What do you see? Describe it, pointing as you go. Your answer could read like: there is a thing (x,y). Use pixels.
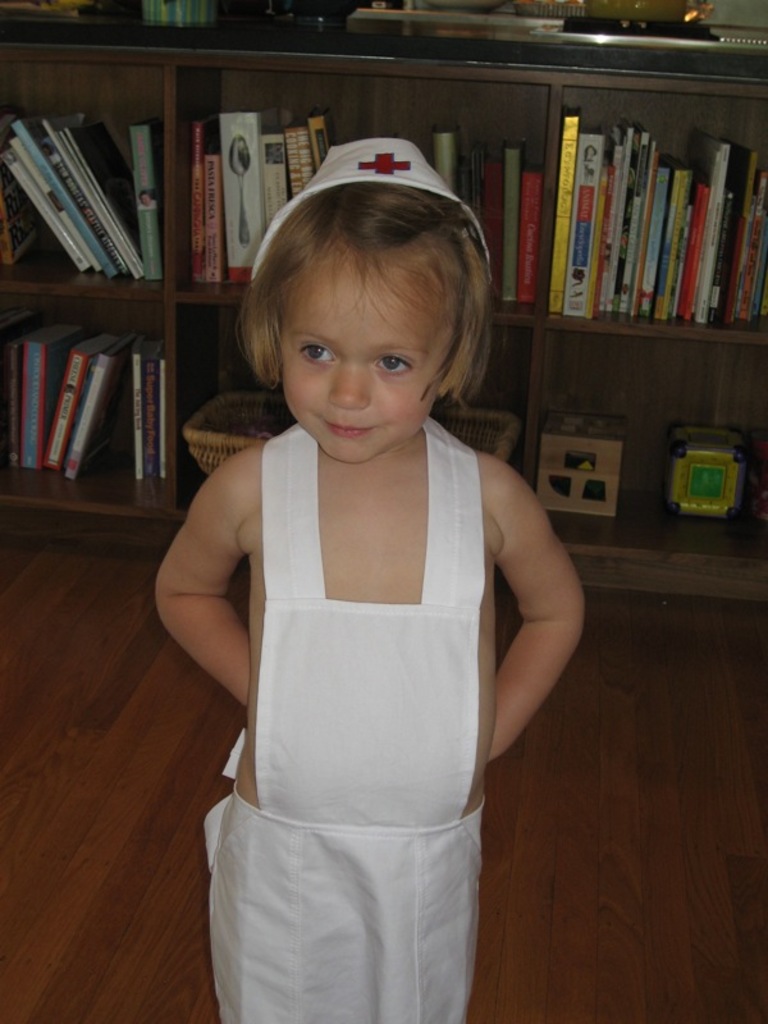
In the center of the image (366,514) we can see a girl (305,462) standing. She is wearing a white dress (307,702). In the background (144,69) there is a shelf (100,90) and we can see books (637,270) placed in the shelf (5,281). At the bottom (565,884) there is floor (123,886).
